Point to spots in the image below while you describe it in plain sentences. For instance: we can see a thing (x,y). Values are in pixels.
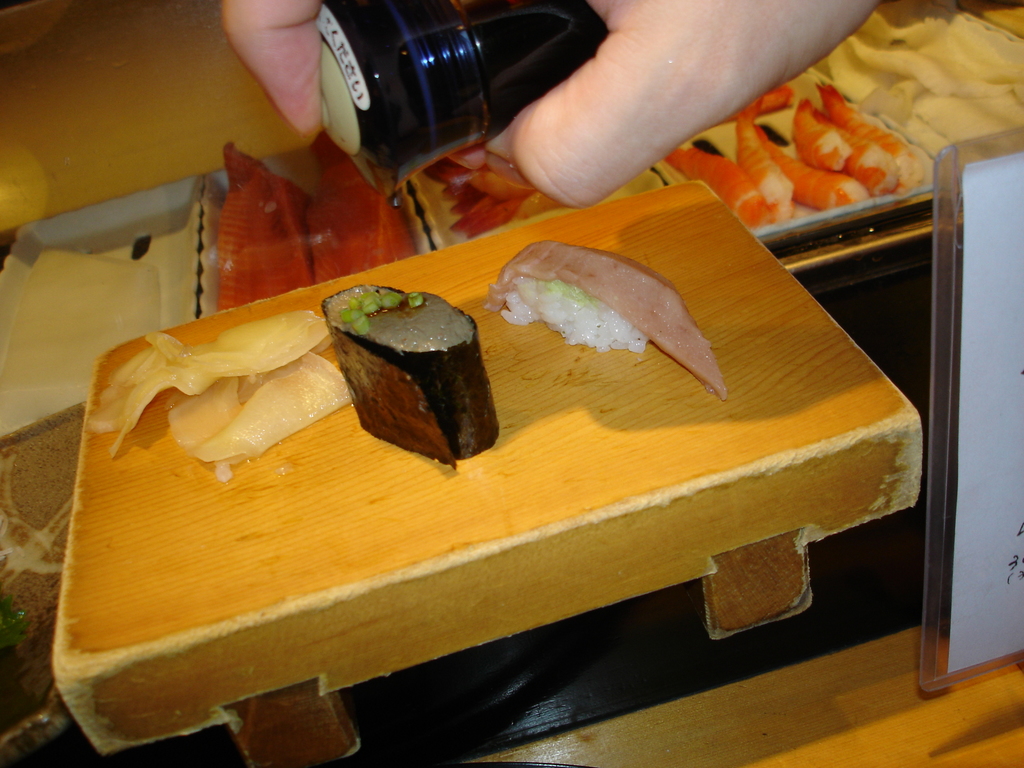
In this image, we can see some food (989,111) on the trays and wooden board (455,267). On the right side of the image (975,373), we can see board (993,494). Top of the image (697,72), we can see human hand (664,73) is holding a black color object (432,78).
